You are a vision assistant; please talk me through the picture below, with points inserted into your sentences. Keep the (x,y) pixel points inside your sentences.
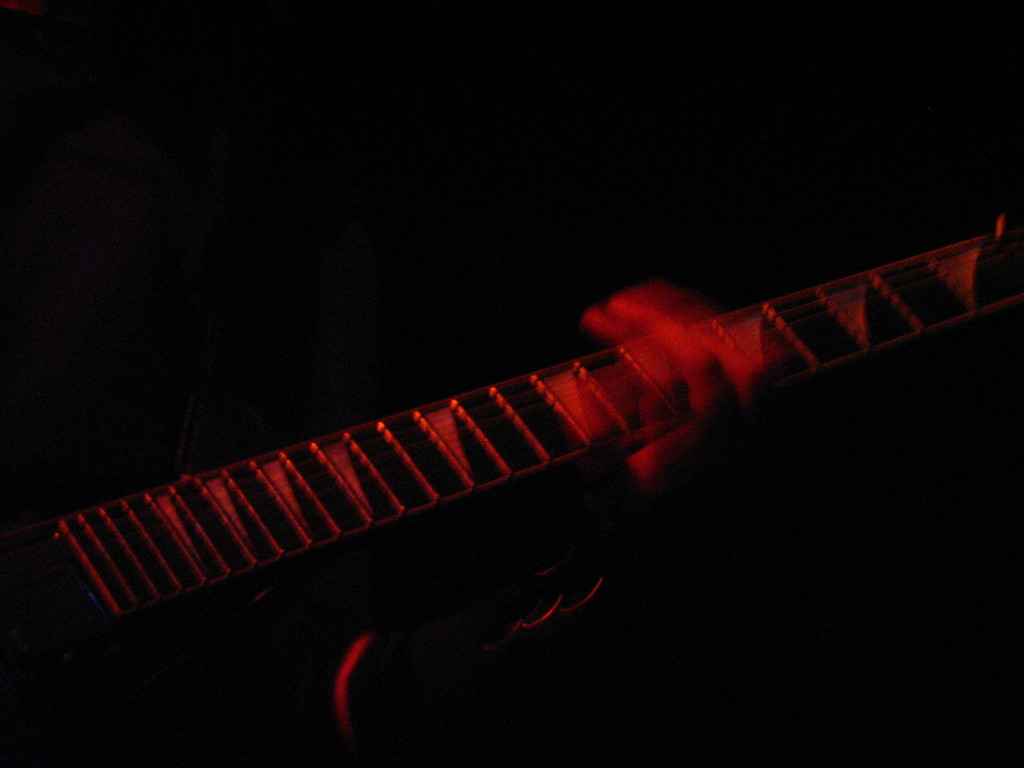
In this image I can see it looks like a person's hand (666,442). This person (648,341) is holding the guitar (638,411) and there is the dark background (719,181).
